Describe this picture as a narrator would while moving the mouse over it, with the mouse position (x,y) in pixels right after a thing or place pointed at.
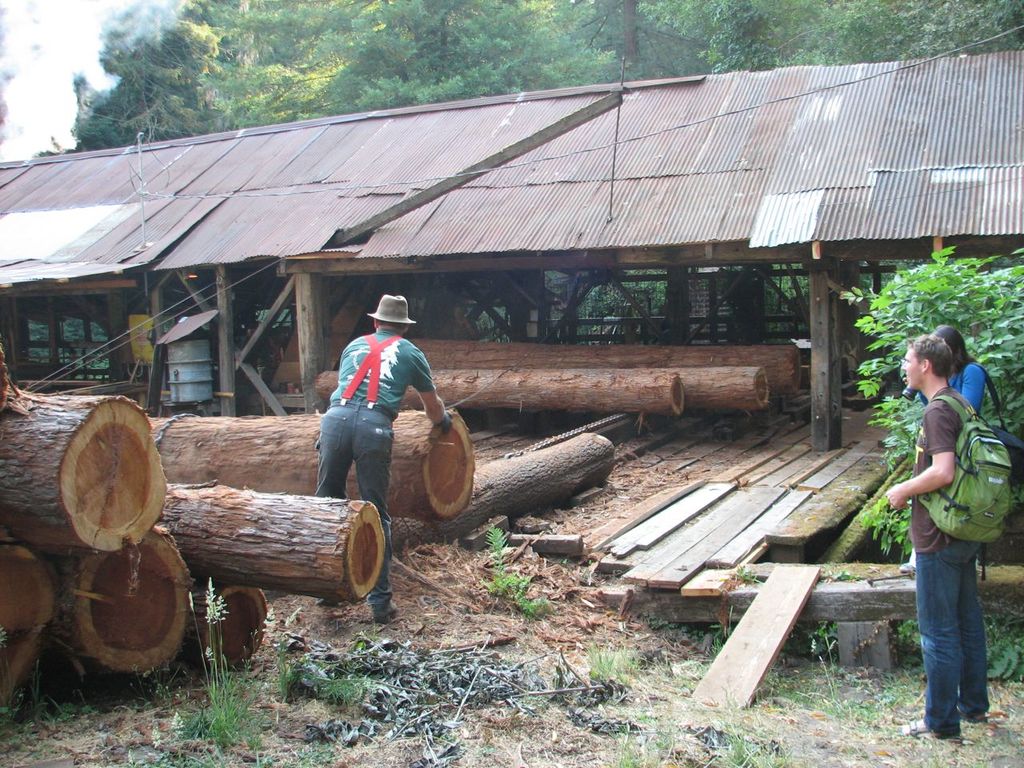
In this image on the right (952,405) there are two persons (928,424) carrying bag (966,448). The person (953,371) wearing blue dress (964,387) is clicking picture. Here there is a person (398,367) wearing hat (391,309). There are many wood logs (72,503) over here. This is a building (774,213). In the background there are trees (541,38).
